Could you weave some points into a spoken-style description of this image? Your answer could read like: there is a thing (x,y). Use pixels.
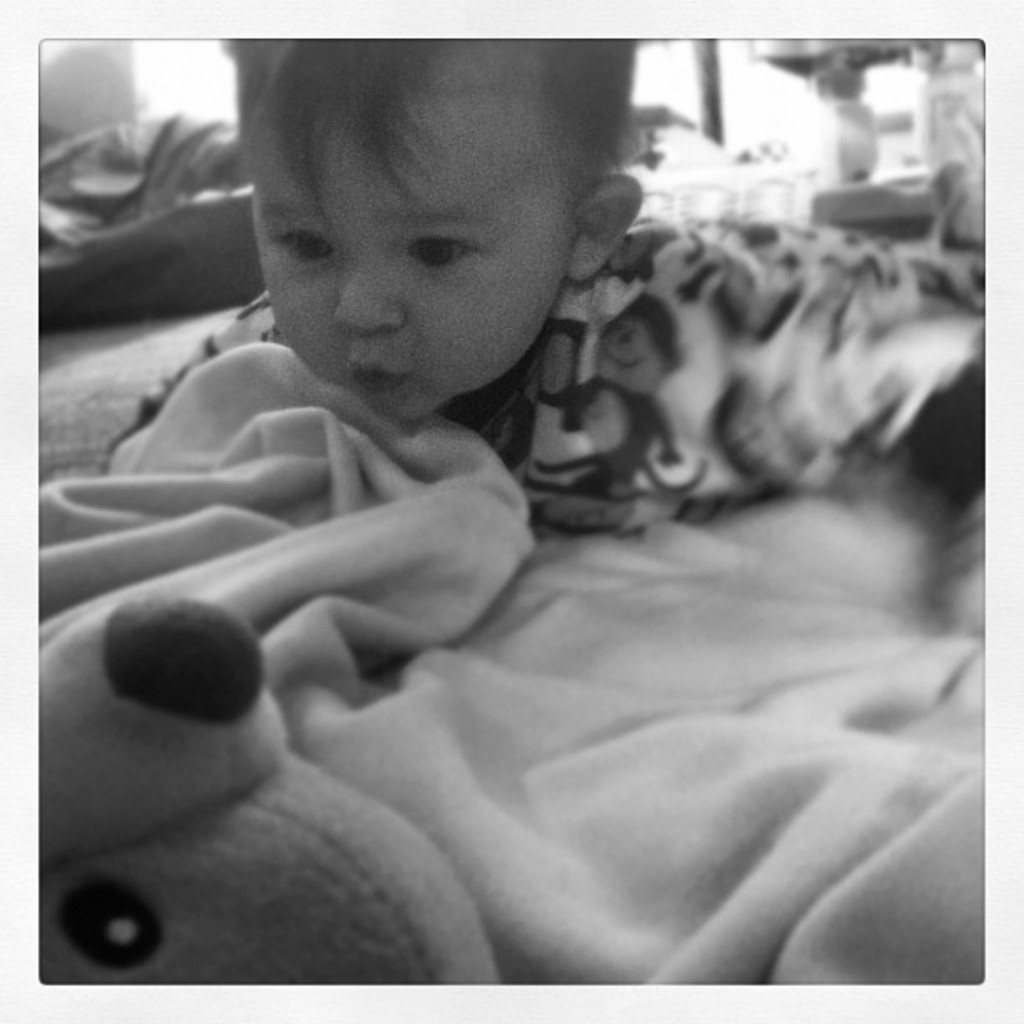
This is a black and white image. In the center of the image (525,429) a baby (599,292) is lying on the floor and we can see cloth (458,594), doll (130,683). At the top of the image (751,175) we can see some objects (215,129) and wall (199,103).
